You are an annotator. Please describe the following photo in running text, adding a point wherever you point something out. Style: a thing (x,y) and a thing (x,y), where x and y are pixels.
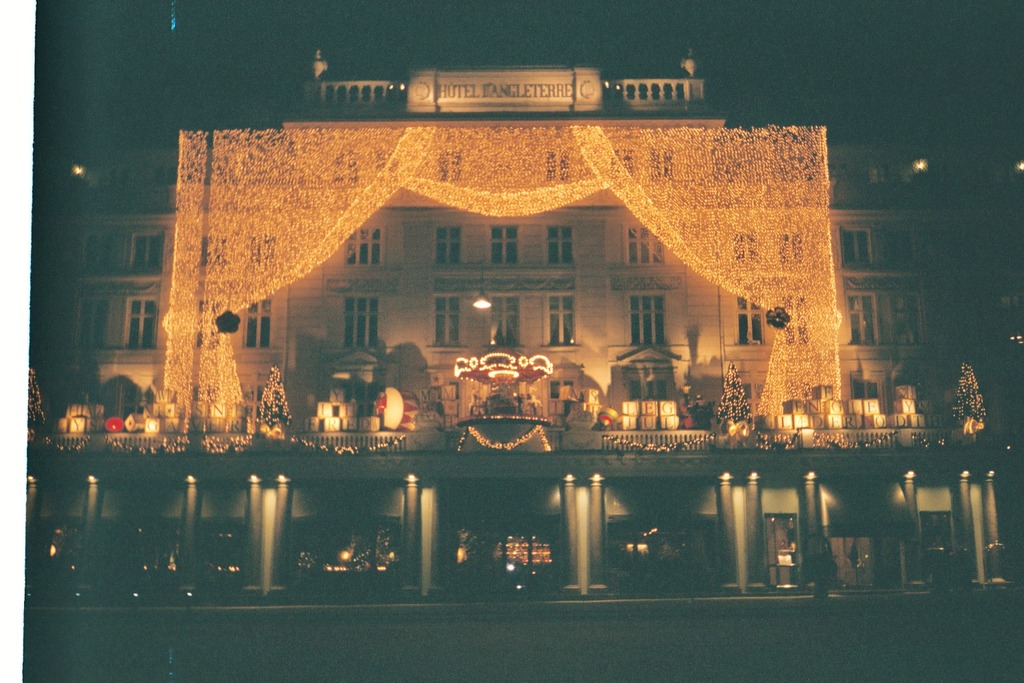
In this picture there is a building (495,486) which is decorated with lights (664,235) and there is something written above it.
